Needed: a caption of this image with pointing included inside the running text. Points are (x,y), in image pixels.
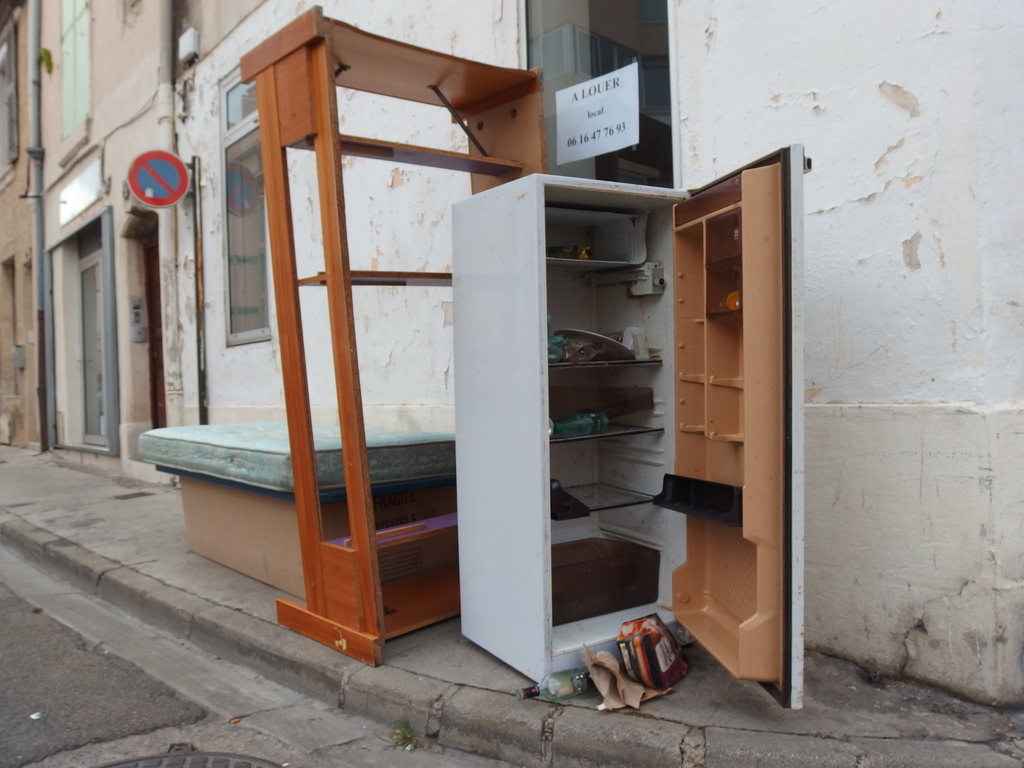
Here in this picture we can see wooden racks (342,153) and shelf (293,120) present on the ground (363,678) and we can also see a mattress (198,430) present on a box (235,516) and beside that we can see a building (259,226), on which we can see windows (257,243) and doors (98,302) present and we can also see sign board (168,182) present on the pole (197,176) and we can also see pipes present on the building (169,337).
